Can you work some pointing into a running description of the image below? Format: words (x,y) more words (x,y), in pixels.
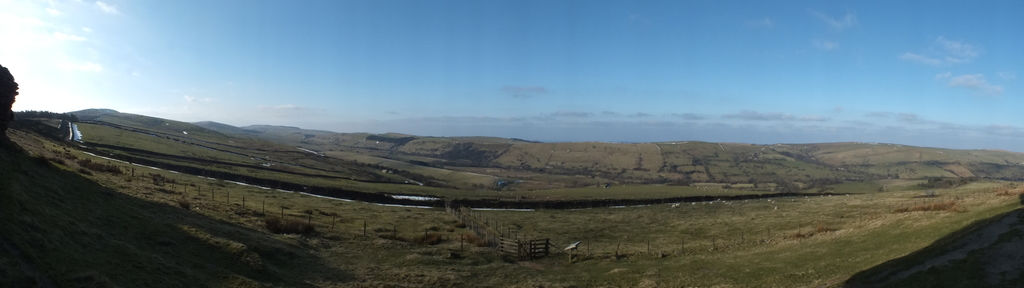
In the picture I can see grasslands (513,182), wooden fence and the blue color sky (755,114) with clouds (776,124) in the background (444,40).
